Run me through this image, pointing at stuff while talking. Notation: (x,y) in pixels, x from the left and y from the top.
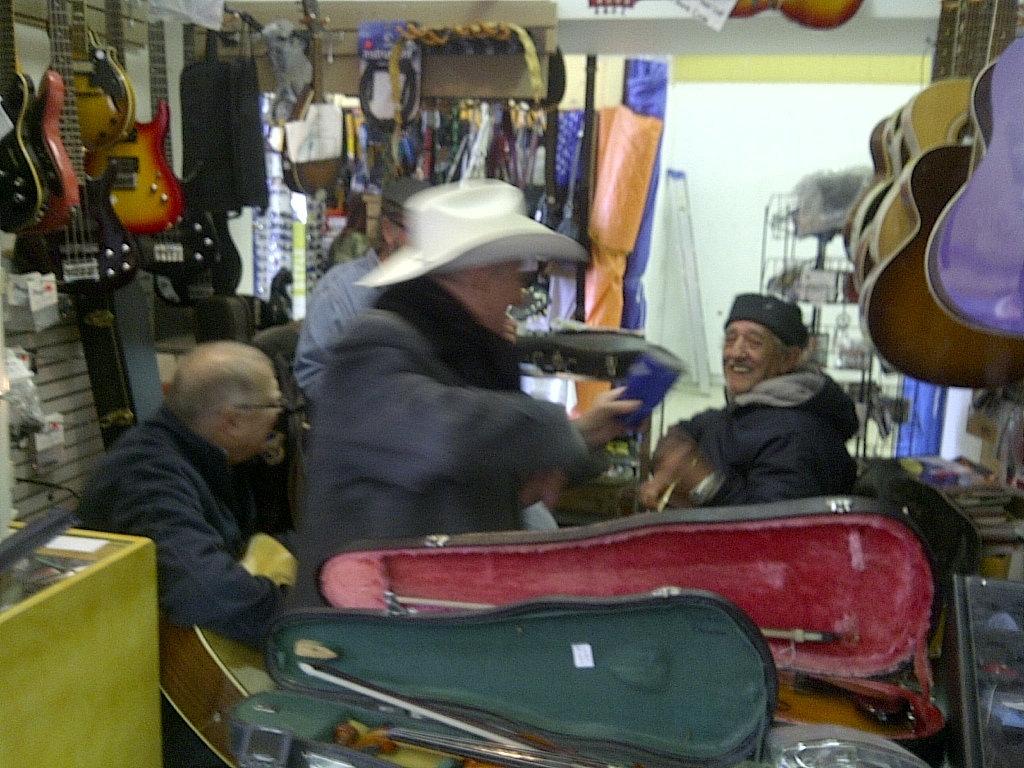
In the center (379,413) we can see some persons (485,385) were standing and sitting. And we can see they were smiling. In the front (405,619) we can see some violin cases (495,656). Coming to the background (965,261) we can see few guitars (48,139) and few more objects (498,157) around them.
